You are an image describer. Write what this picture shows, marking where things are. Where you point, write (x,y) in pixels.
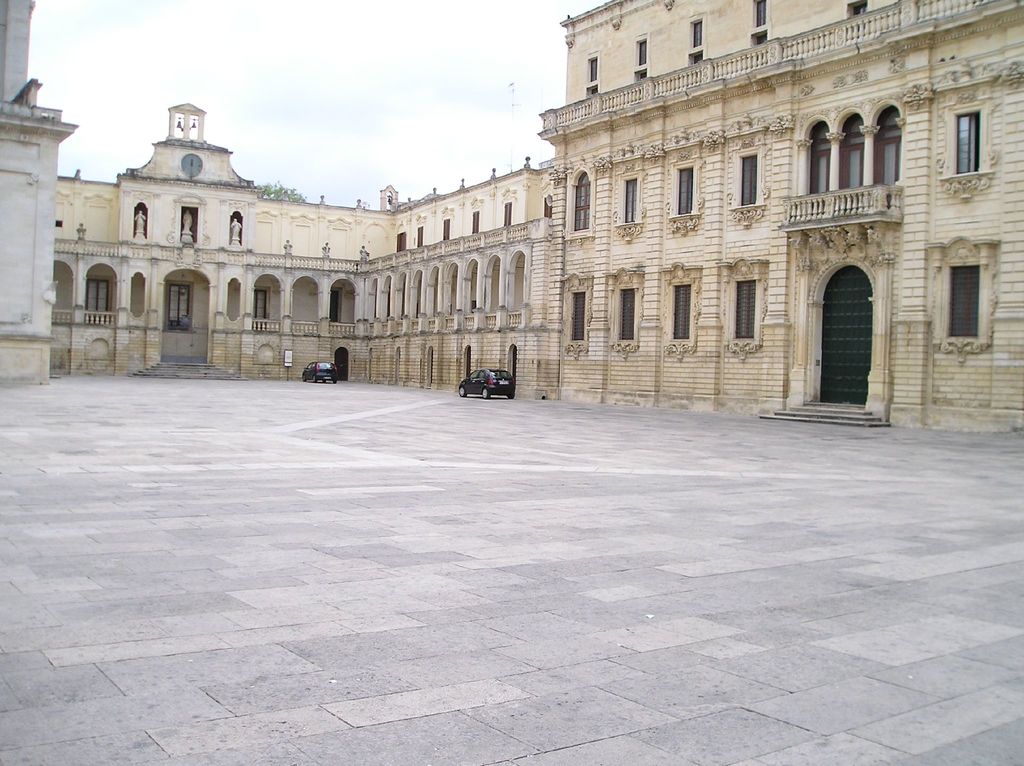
In this image we can see a place (491,277) which is having multiple entries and many windows (690,293). There are two cars (492,387) in the image. There is a cloudy sky (337,69) in the image.
